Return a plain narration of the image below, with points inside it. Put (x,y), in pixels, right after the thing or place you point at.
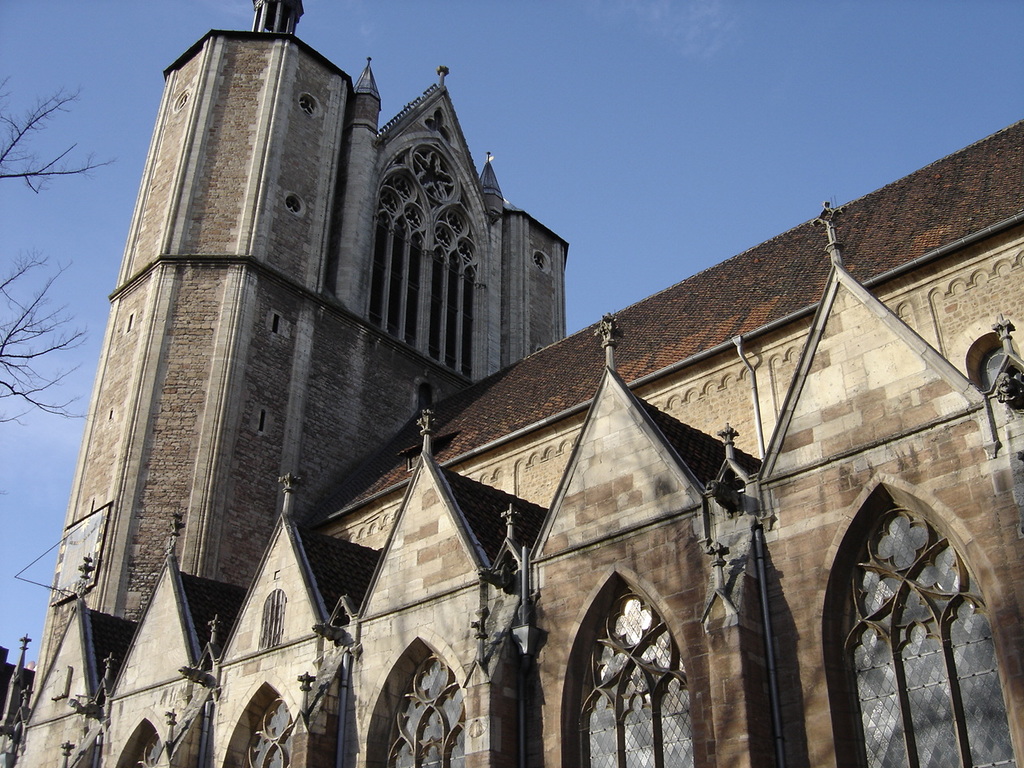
In this image I can see a building (299,318) in the front (584,338) and on the left side of the image (93,165) I can see branches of a tree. I can also see the sky (659,96) in the background (637,60).
